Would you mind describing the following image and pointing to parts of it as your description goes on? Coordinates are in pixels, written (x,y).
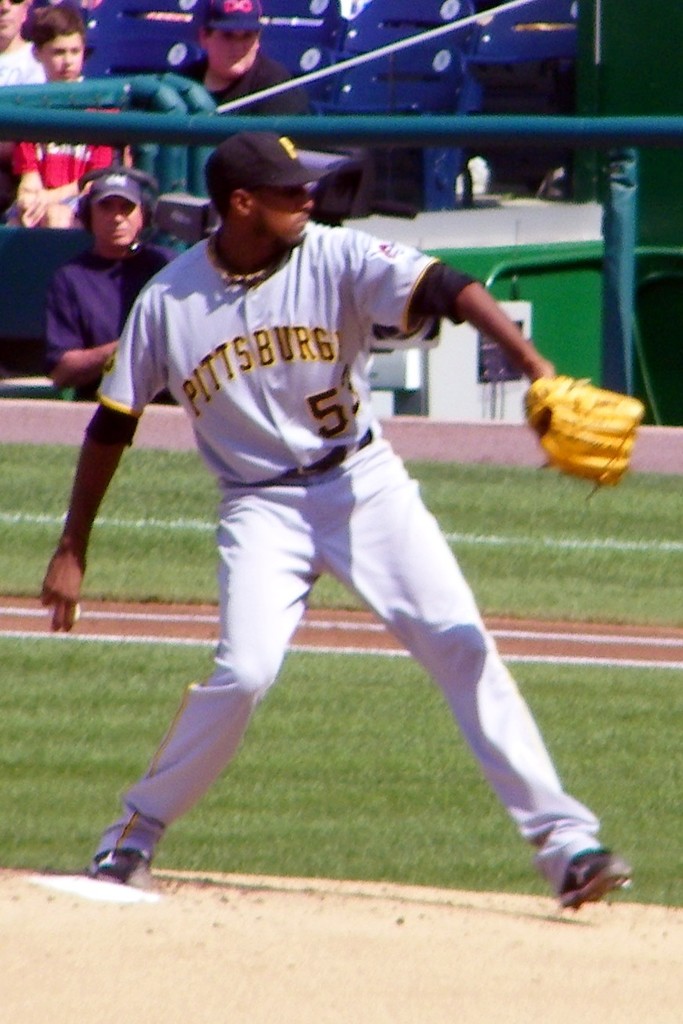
This is the picture of a person (287,589) in white dress (181,801), wearing gloves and standing on the floor (569,921) and behind there is some grass floor (66,653), fencing (597,131) and some people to the other side of the fencing (621,294).
